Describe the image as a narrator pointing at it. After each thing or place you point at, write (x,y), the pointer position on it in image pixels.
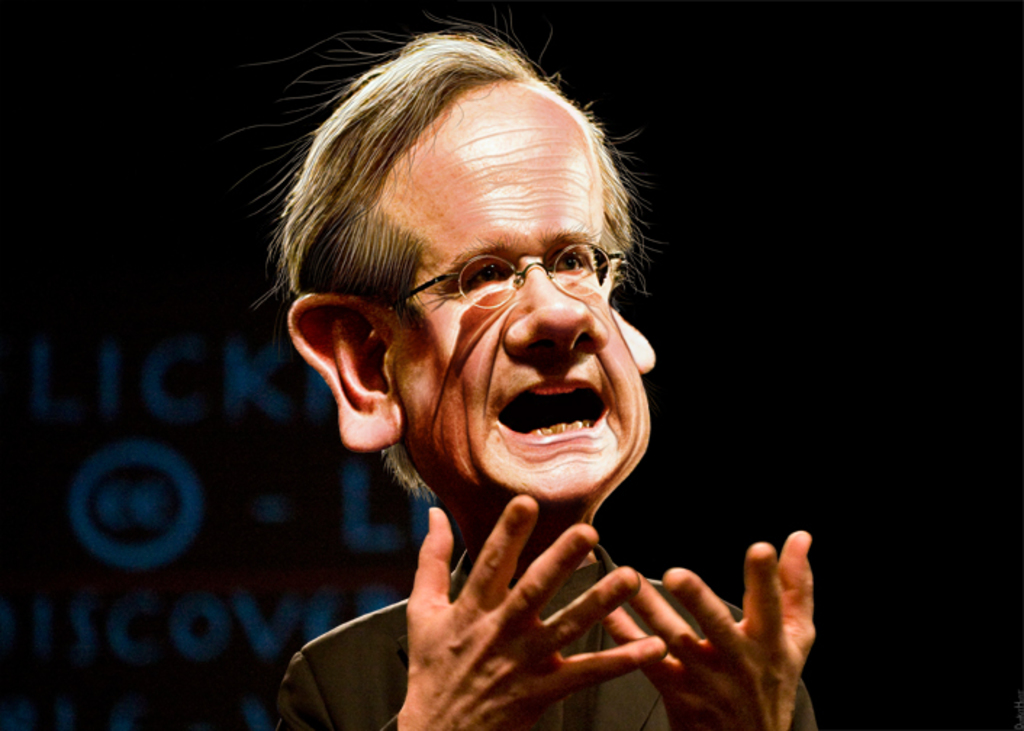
In this picture we can see a person's face (526,491), in the background (246,386) there is some text (250,404), we can see a dark background (896,275).
